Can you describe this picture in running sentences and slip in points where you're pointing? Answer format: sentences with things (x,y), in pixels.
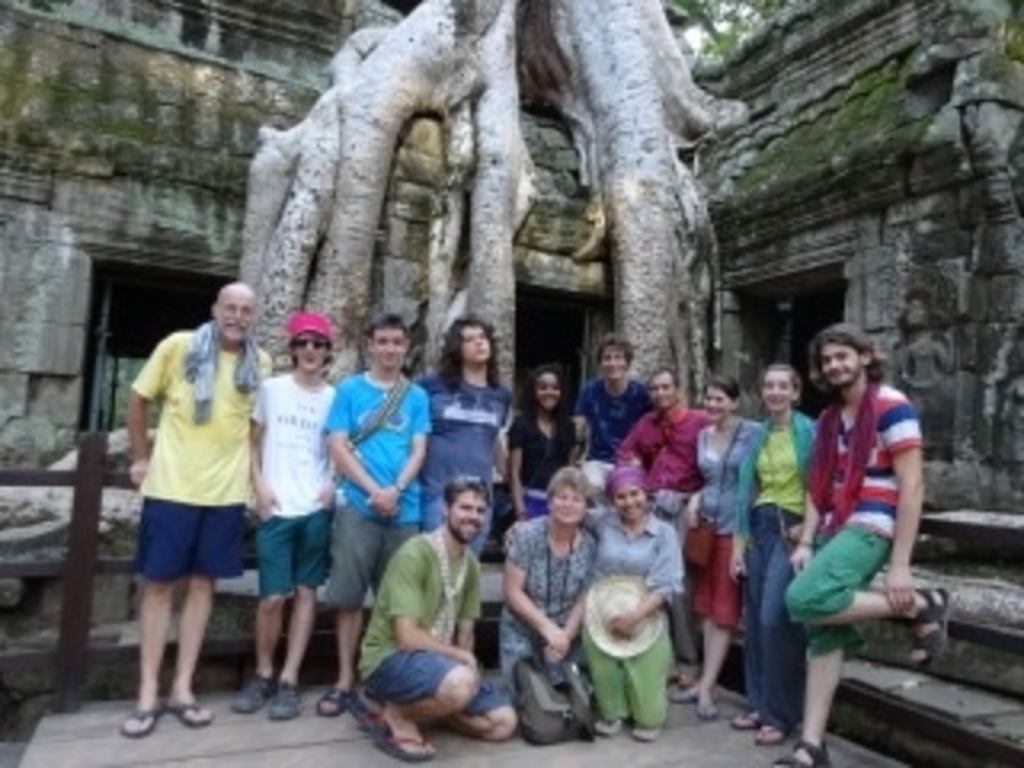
In the picture we can see some foreigners (224,465) are standing and three people (422,718) are sitting in front of them and behind them we can see a old temple (966,144) with a mold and tree (612,4) on it.
